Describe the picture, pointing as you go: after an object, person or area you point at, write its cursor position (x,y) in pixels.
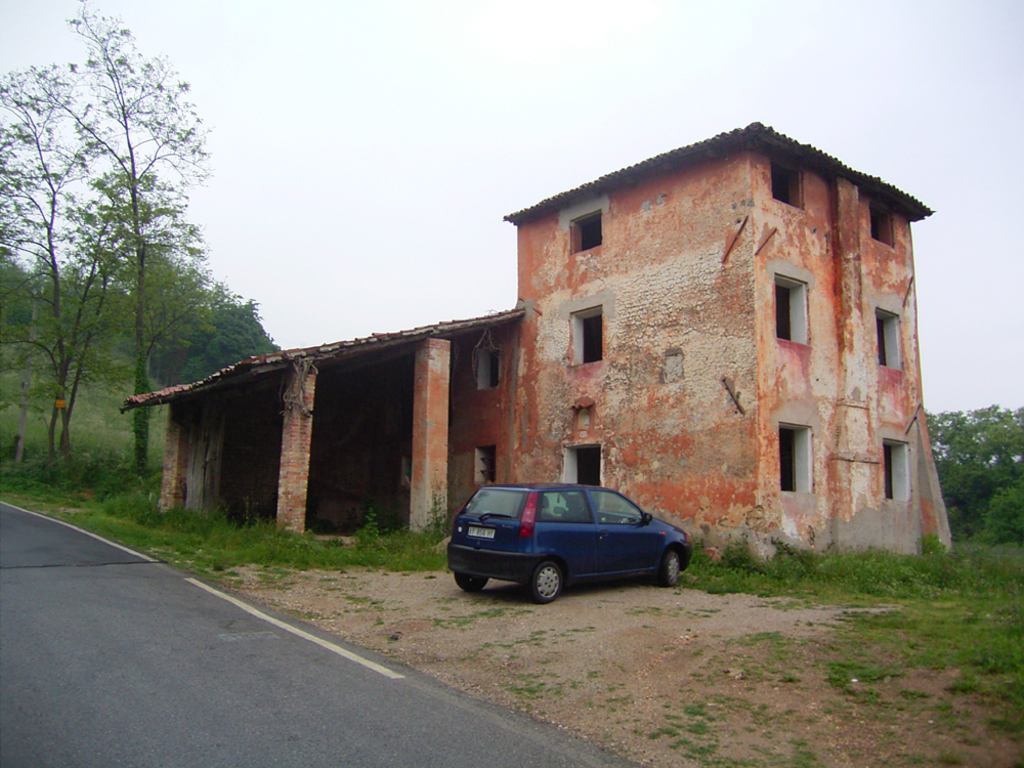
There is a vehicle (480,487), building (486,409) and a shed (401,398) in the foreground area of the image (444,415), there are trees (172,260) and the sky (527,198) in the background (545,117).
